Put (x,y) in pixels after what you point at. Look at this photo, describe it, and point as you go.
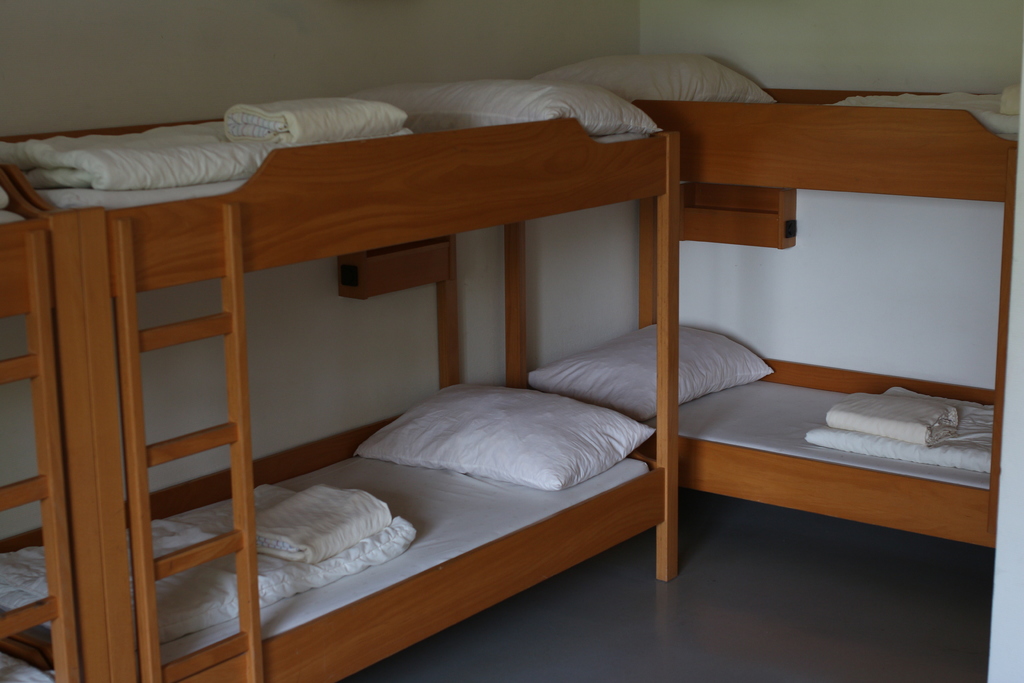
In this picture we can see few pillows (431,432) and bed sheets (270,139) on the beds (735,388).
